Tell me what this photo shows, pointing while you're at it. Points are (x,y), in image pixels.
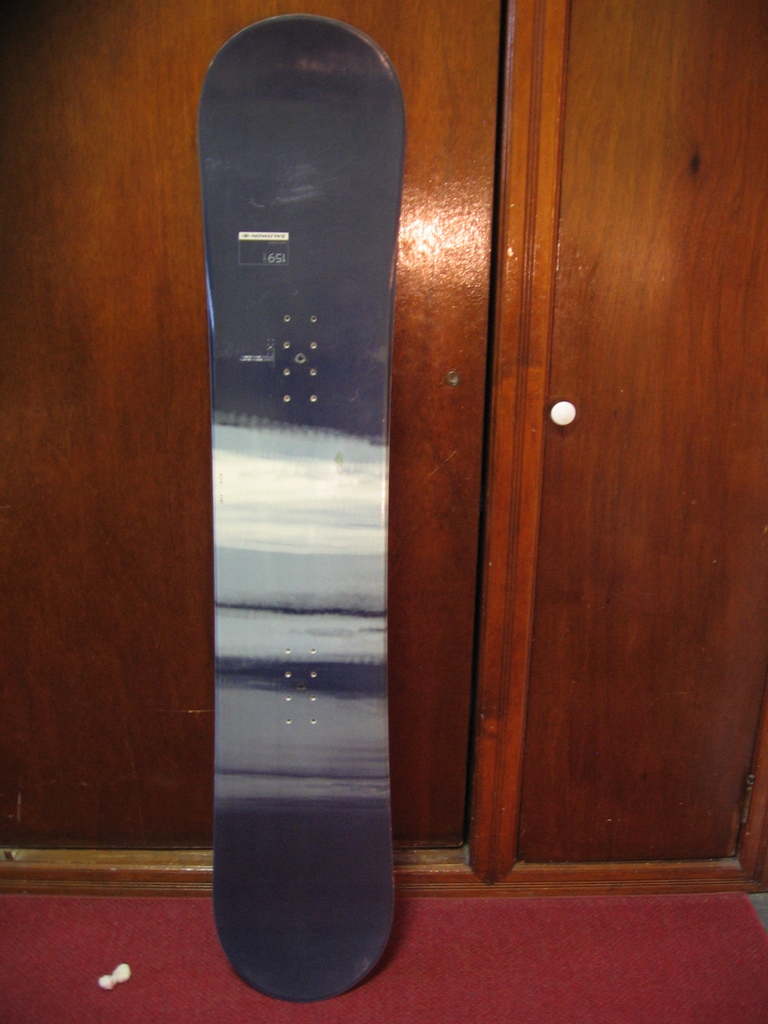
In this picture there is a snowboard (371,548). At the back (399,54) there is a cupboard (403,567). At the bottom (377,1011) there is a red mat (582,931).
